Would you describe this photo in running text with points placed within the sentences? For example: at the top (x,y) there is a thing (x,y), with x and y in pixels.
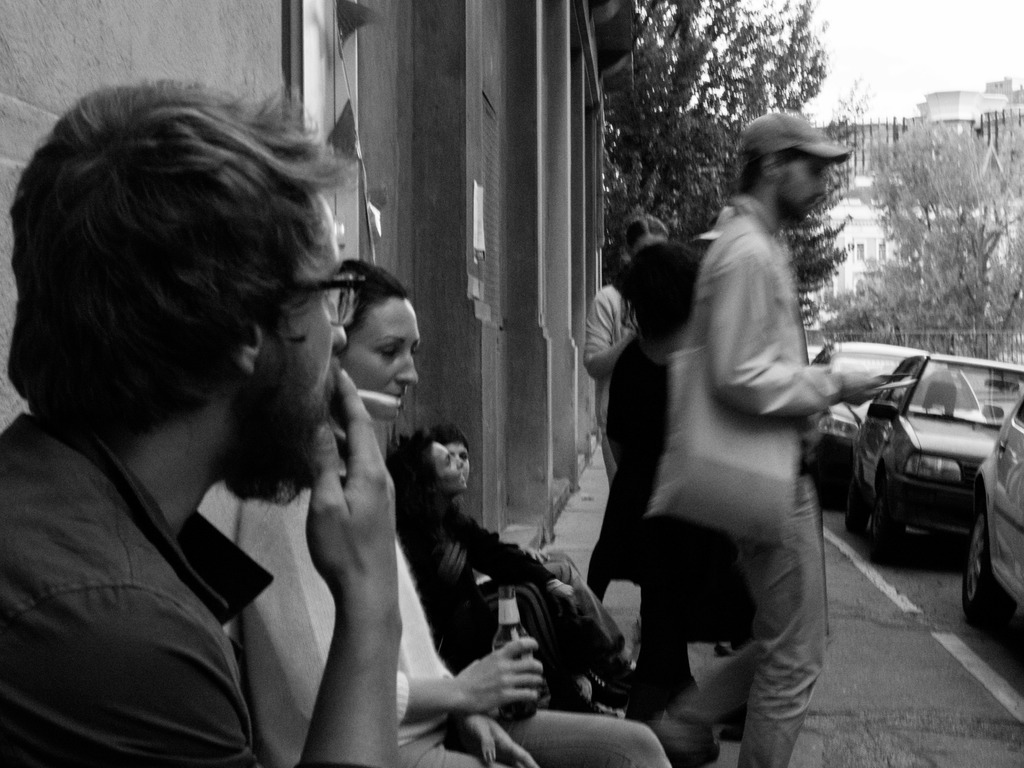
This is a black and white image. In the image on the left side (80,419) there is a man (192,439) sitting and holding a cigarette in his hand (358,419). Beside him there is a lady (375,367) sitting and holding a bottle (516,638) in her hand (511,657). And there are two people (477,557) sitting and there are few people (696,402) standing. And behind them there is a building (383,99) with walls (478,108). And on the right side of the image (1014,523) there are cars (961,410). In the background (693,69) there are trees (611,168). Behind them there are buildings (950,112).
